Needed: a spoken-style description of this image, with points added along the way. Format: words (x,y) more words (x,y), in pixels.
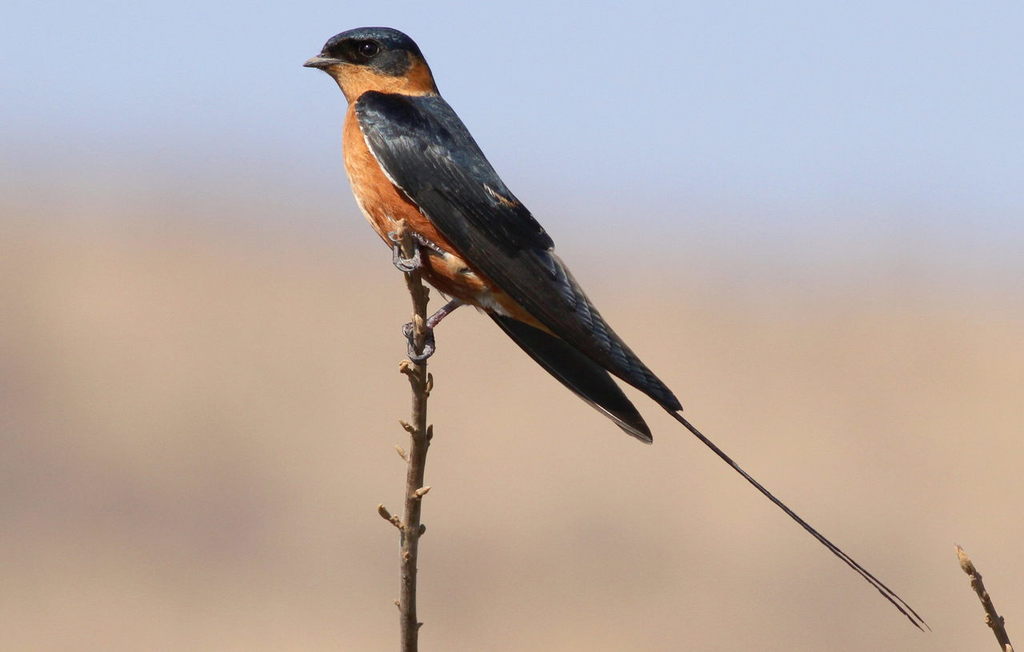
We can see a bird (407,99) on a branch (403,456). In the background (778,410) it is blurry and we can see sky (718,71).
